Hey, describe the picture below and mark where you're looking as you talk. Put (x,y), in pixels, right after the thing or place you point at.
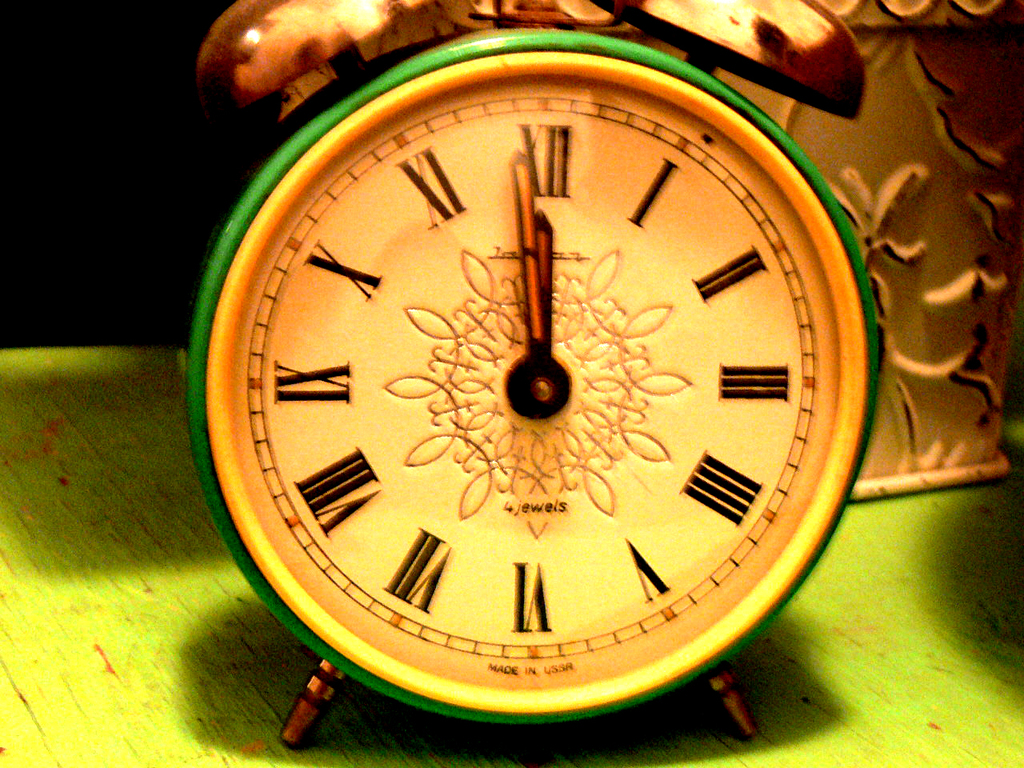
In the image on the green surface (175,626) there is an alarm clock (639,360). Behind the alarm clock (323,221) there is an item (994,266) with design (947,459).
